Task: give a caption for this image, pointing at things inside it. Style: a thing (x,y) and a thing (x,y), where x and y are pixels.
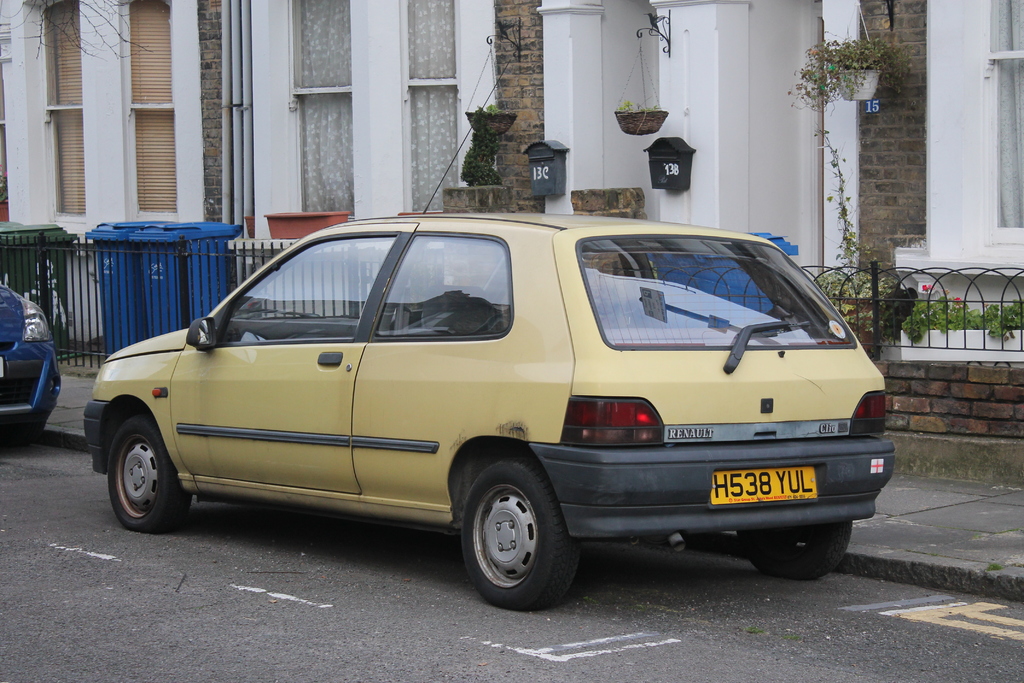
In this image I can see few vehicles (858,403) on the road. I can see few buildings (347,111), windows (339,13), flowerpots (280,226), dustbins (23,239), plants (959,312), fencing (72,236) and few post boxes (655,164) to the wall (700,148).
